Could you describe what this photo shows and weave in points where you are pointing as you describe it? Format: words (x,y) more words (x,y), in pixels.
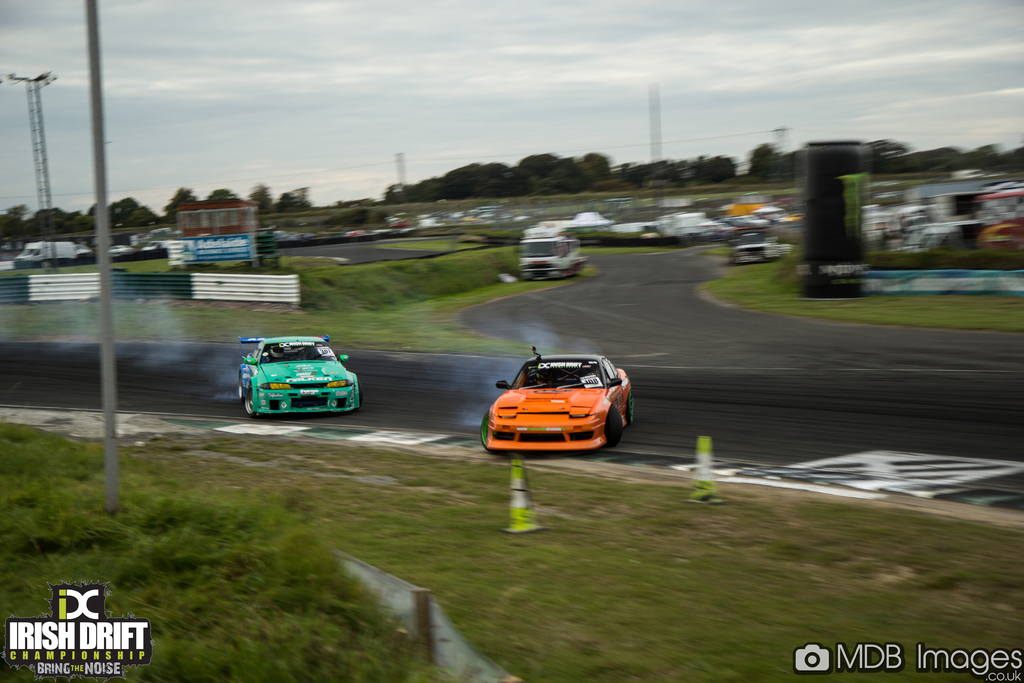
In this image we can see two racing cars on the road (597,322) and we can also see vehicles (33,249), trees (762,152), poles (103,143), sky (13,167) and watermarks (22,654) at the bottom (968,662).
